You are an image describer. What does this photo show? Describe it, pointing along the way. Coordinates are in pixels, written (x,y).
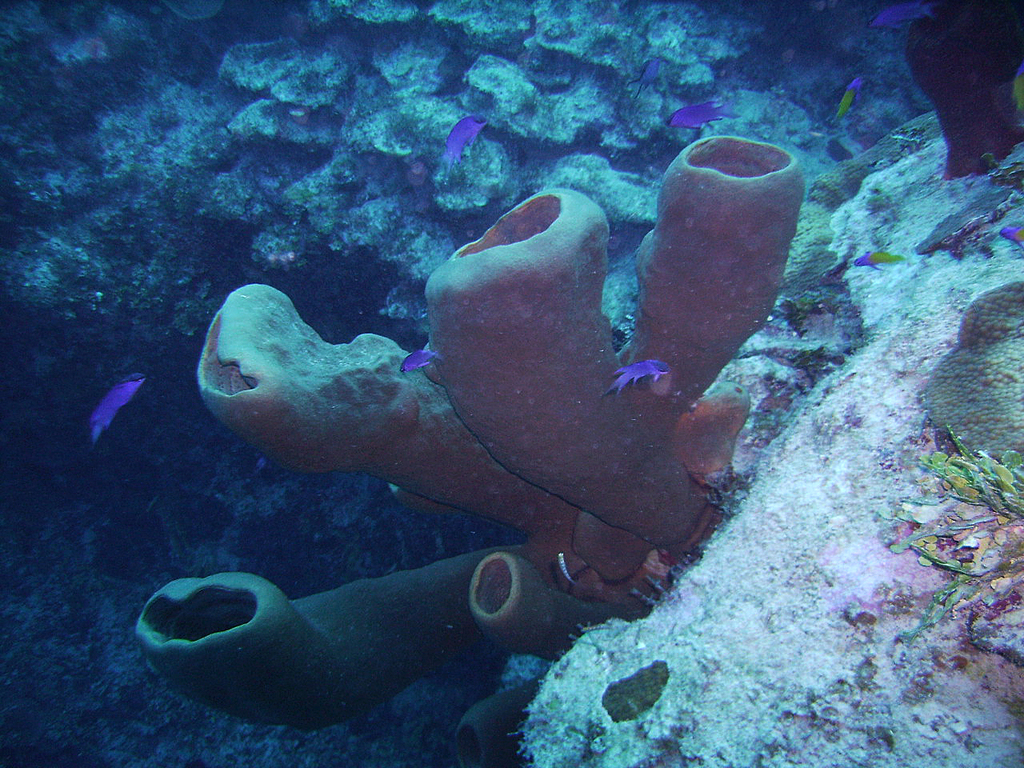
In the center of the image (646,476) we can see plants (680,503), stones (784,494), fish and a few other objects (523,323) in the water (58,576).
